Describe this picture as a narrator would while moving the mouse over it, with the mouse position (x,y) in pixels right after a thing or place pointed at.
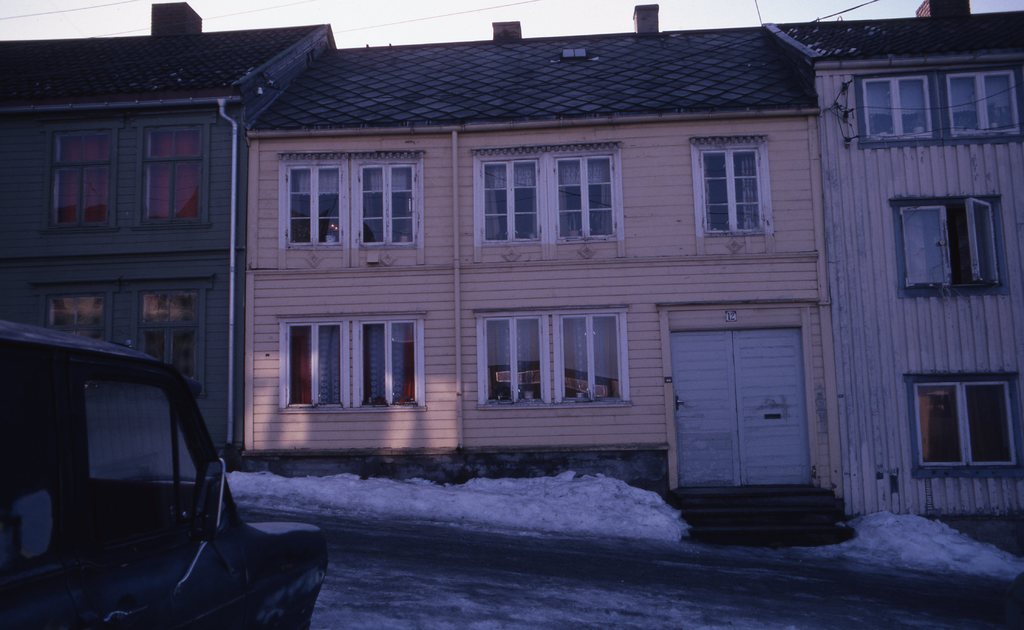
In the image there is a building (382,104) in the front (588,474) with many windows (373,352) with a car (194,536) in front of it on the road (620,577) and above its sky (405,18).
